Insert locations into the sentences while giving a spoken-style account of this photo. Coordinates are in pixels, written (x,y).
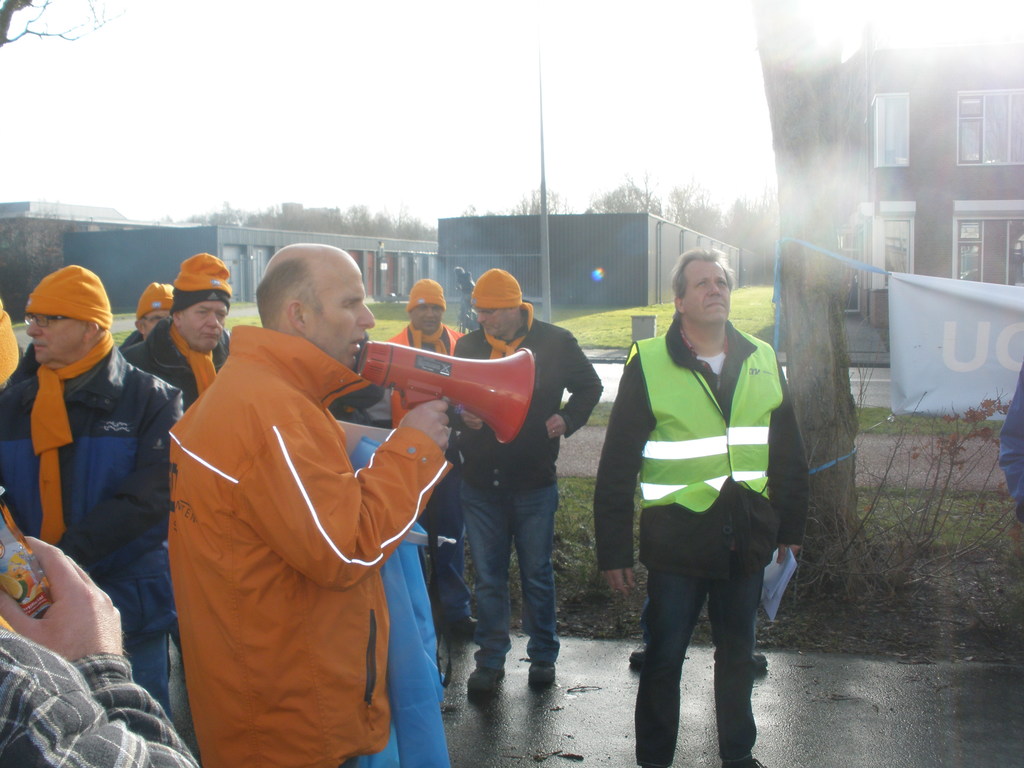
In the image there is a man (328,573) standing and holding a loudspeaker (435,369) in his hand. Behind him there are few men (149,324) standing with orange caps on their heads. On the right side of the image (815,497) there is a tree trunk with poster (910,320). On the ground (905,600) there is grass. In the background (413,239) there are buildings (914,154) with walls (869,123) and glass windows (961,257). And also there are trees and a pole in the background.
